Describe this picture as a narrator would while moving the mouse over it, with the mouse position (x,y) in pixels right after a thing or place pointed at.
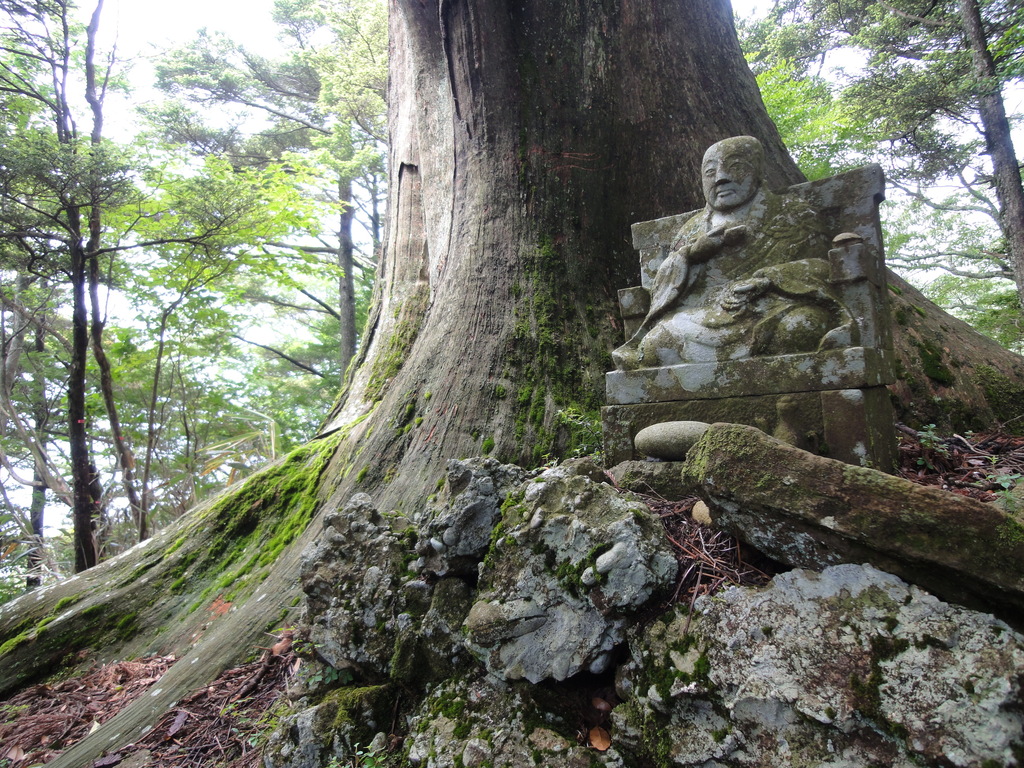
In this image in the front (504,435) there is a sculpture (765,352) and there is a tree trunk (480,265). In the background (147,224) there are trees (115,541).
